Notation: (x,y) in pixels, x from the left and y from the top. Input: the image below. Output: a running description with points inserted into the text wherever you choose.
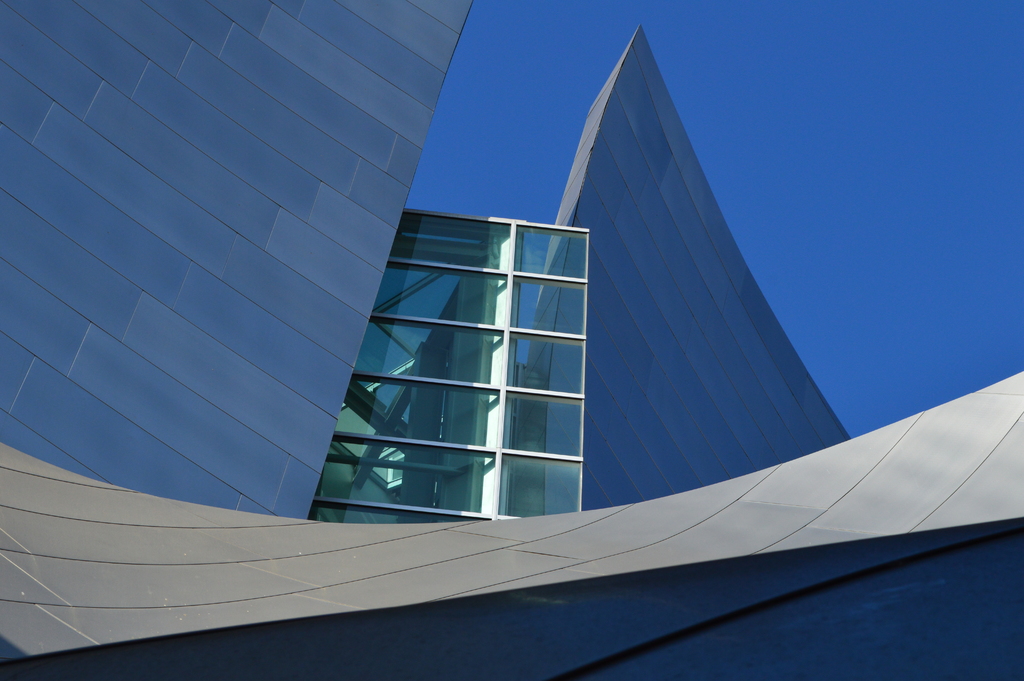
Here we can see buildings (621,393) and glasses (567,378). In the background (543,159) there is sky (864,200).
